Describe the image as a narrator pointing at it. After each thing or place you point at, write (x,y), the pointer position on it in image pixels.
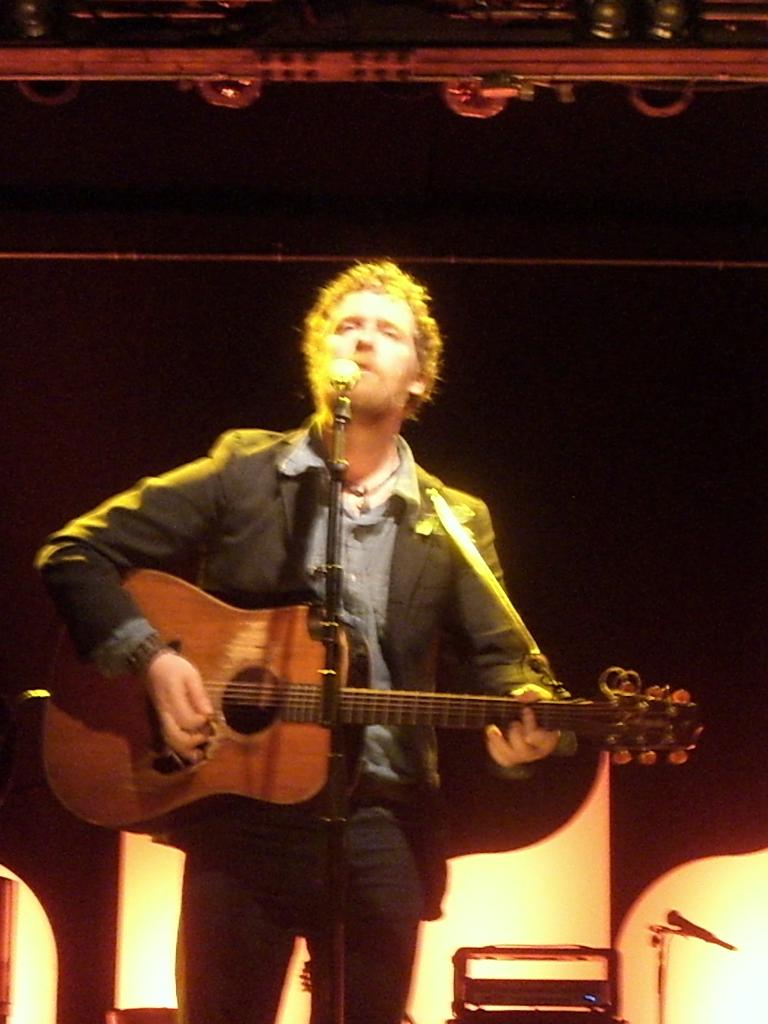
Background (581,237) is very dark. We can see one man (337,309) standing in front of a mike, playing guitar (229,652) and singing. This is a mike (678,926).
